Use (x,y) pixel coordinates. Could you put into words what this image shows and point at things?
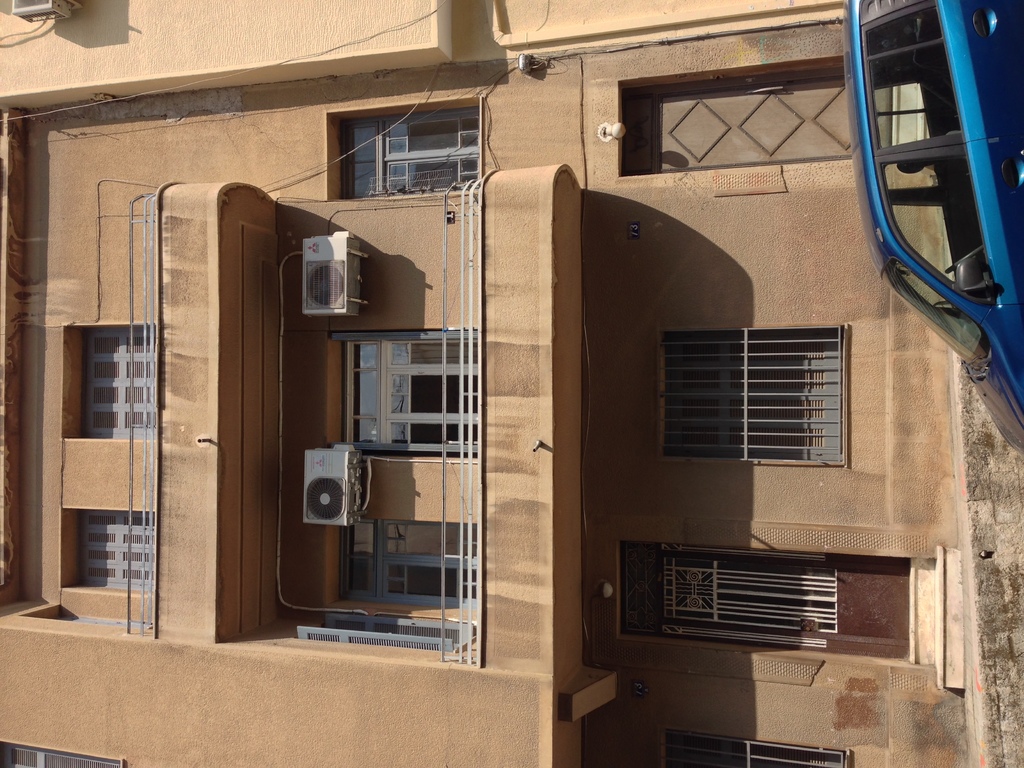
In this image there is a building (333,355), there are objects (304,313) on the building (260,151), there are wires (546,65), there are windows (475,552), there is a car (947,116) towards the right of the image (926,171), there are doors (798,592), there are lights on the wall (610,391).
